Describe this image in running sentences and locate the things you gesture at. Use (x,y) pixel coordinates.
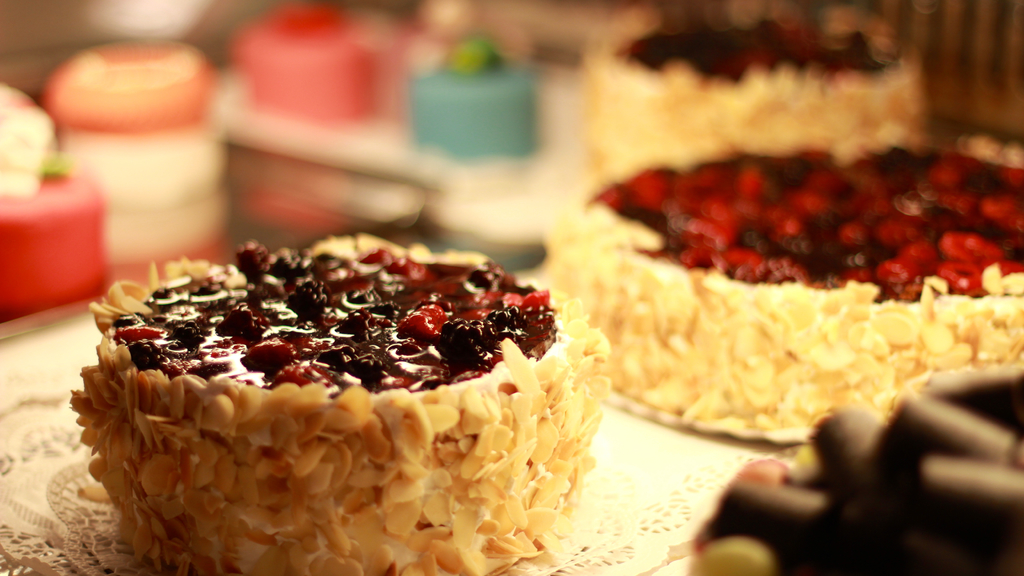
This is a zoomed in picture. In the background (660,396) we can see the food items (660,391) seems to be the cupcakes (577,449). In the background (643,138) there are some items (494,143) placed on the top of the table (641,450).
